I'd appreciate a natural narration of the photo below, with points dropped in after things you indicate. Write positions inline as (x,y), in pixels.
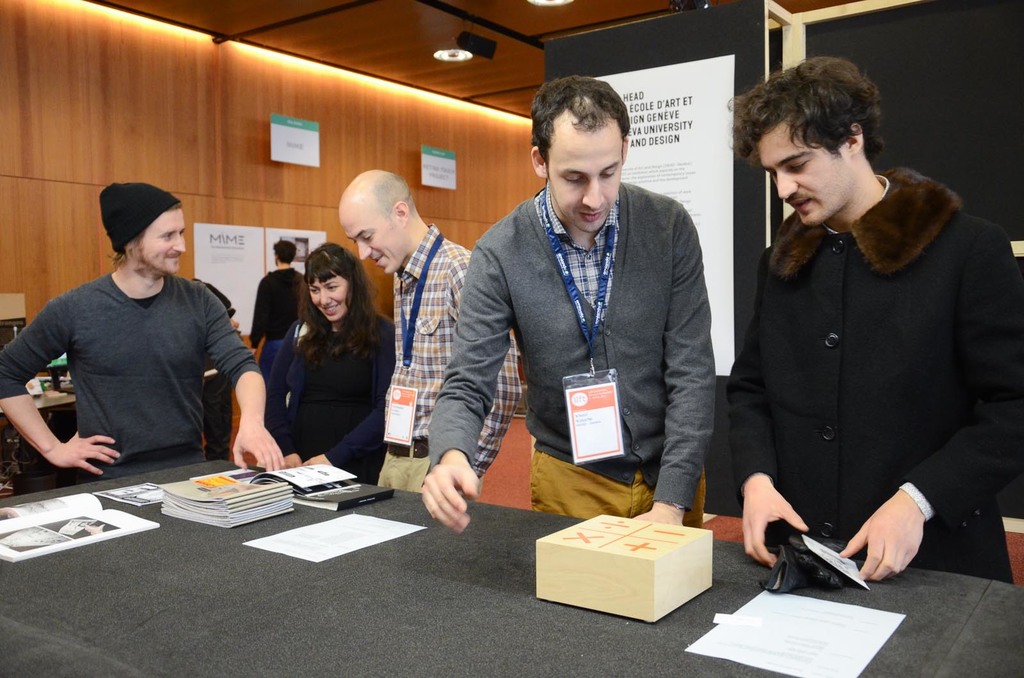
In the center of the image (679,369) there are people (112,468) standing. There is a table (286,585) on which there are objects (60,535). In the background of the image (357,148) there is a wooden wall (307,169). At the top of the image (235,18) there is a ceiling (348,54).
